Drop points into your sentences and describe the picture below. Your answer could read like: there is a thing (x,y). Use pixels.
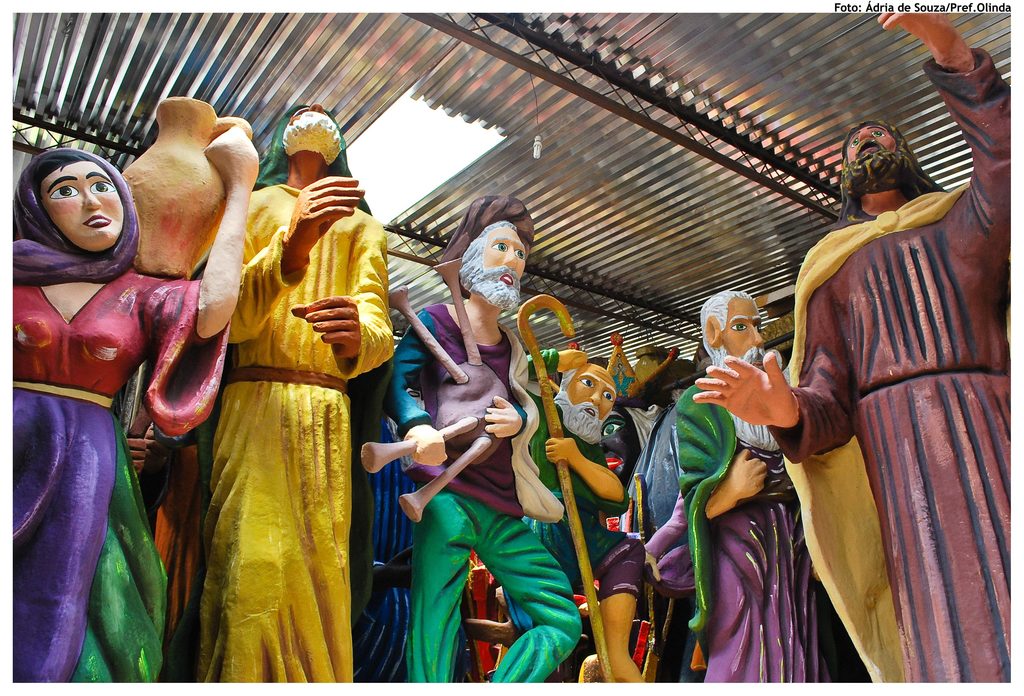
In this image we can see statues (424,326) of few persons (492,317) and among them few persons (441,448) are holding objects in their hands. In the background (395,240) we can see metal sheets (486,159) as roof (622,192) on the poles (501,47) and there is a light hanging to a pole (518,59).
